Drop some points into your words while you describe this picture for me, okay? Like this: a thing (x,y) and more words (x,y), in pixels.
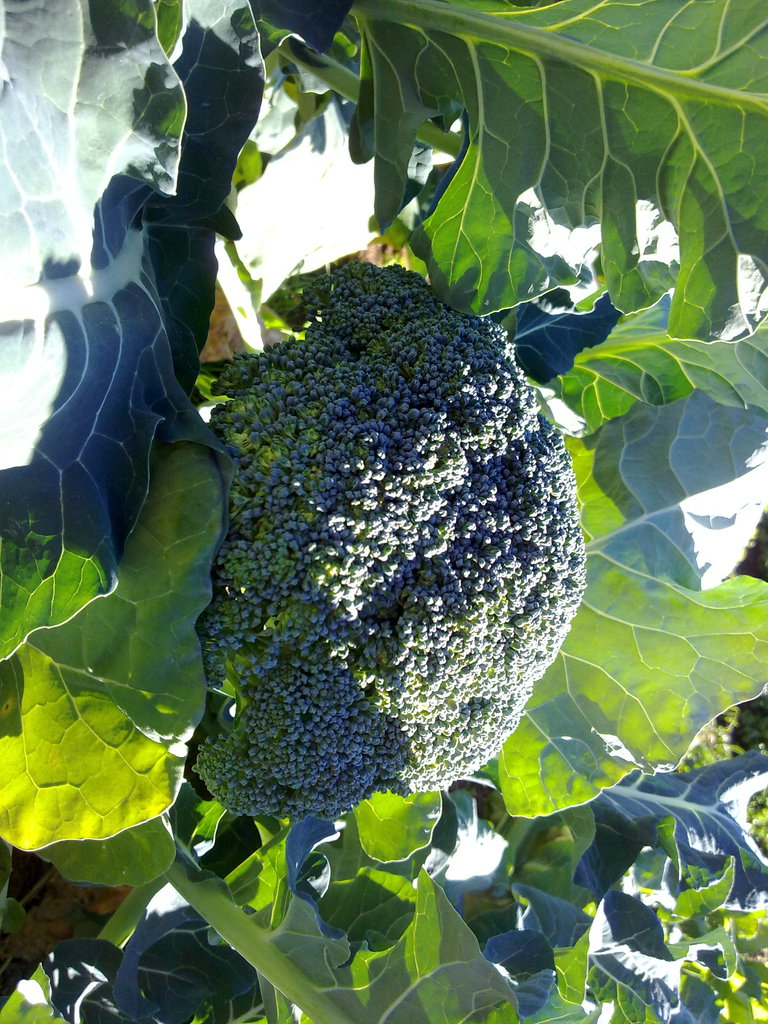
In this picture I can see broccoli plant (316,575).
